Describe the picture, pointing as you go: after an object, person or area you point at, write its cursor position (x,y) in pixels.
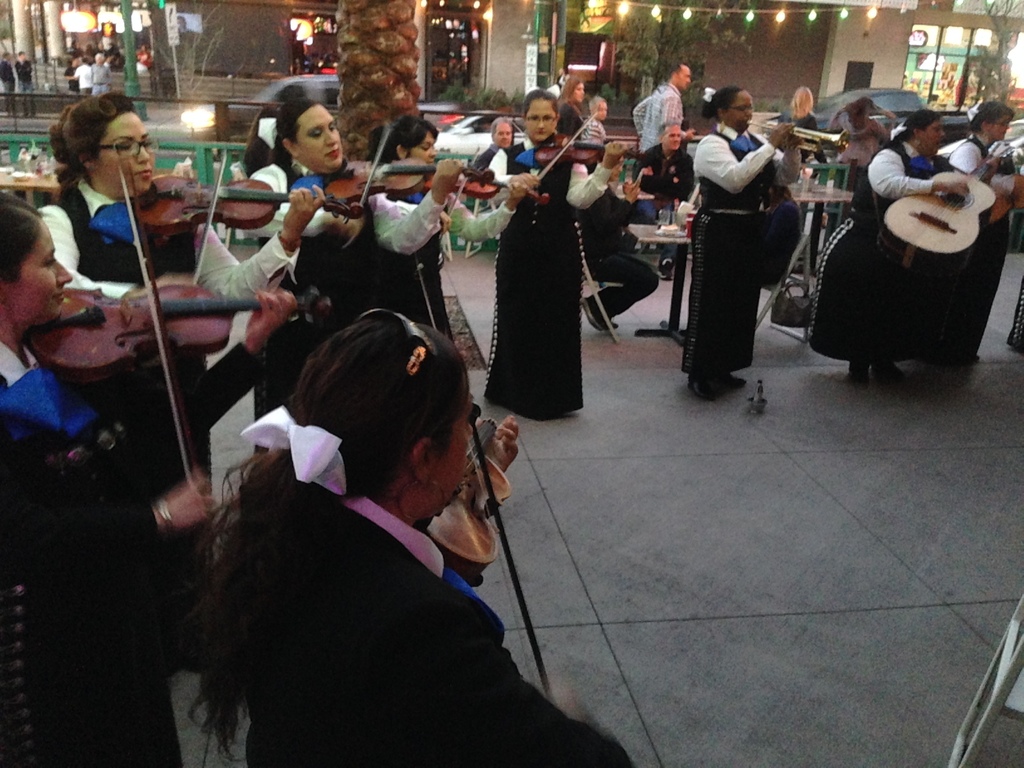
In the image there are several women (390,420) playing violin (394,169) and trumpet (812,134). They all wore same kind of dress (745,256) and in the back of those women (722,113) there are men (659,163) sitting around the table (650,236). It seem to be a restaurant (471,159) and the whole image seems to be in a mall (947,58). There are tree (645,51) and stores (446,58) in the background (321,63) with some lights (76,27).
